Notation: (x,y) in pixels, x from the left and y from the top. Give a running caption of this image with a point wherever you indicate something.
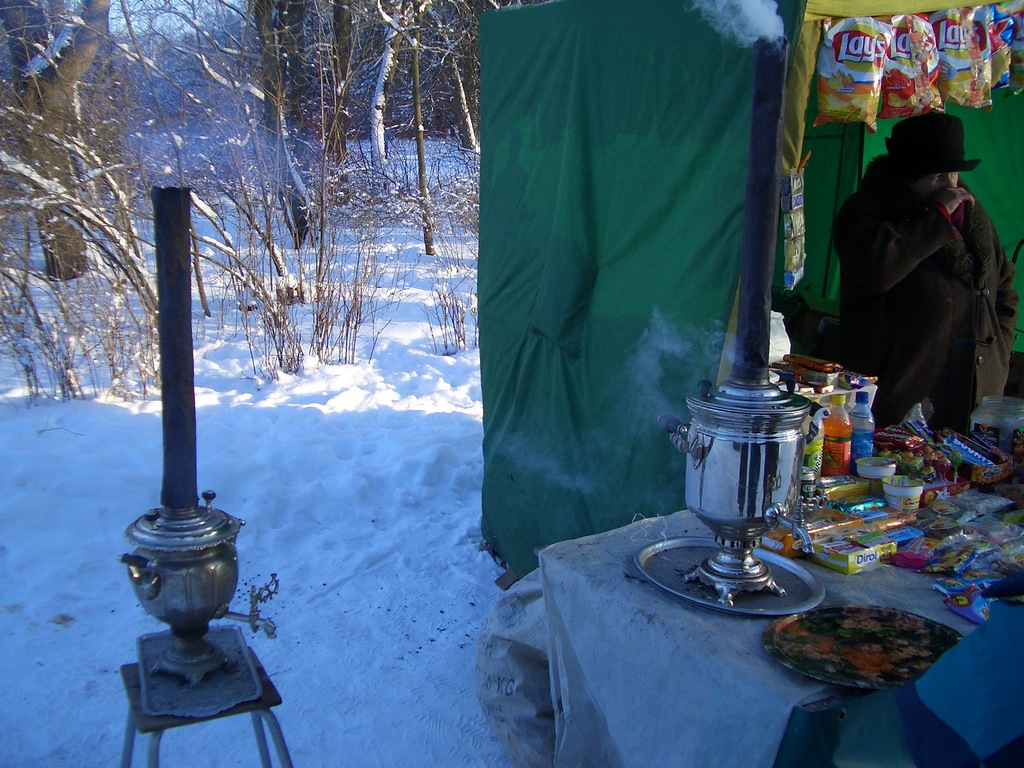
In this image we can see two samovars (711,490) and also we can see a table (691,532), on the table (689,519), there are some cups (867,473), biscuit packets (842,514), bottles (828,449) and some other objects (834,487), there is a tent (711,159) and a person (958,217) standing and wearing a hat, there are some plants (319,236), trees (213,75) and the snow (335,345).
